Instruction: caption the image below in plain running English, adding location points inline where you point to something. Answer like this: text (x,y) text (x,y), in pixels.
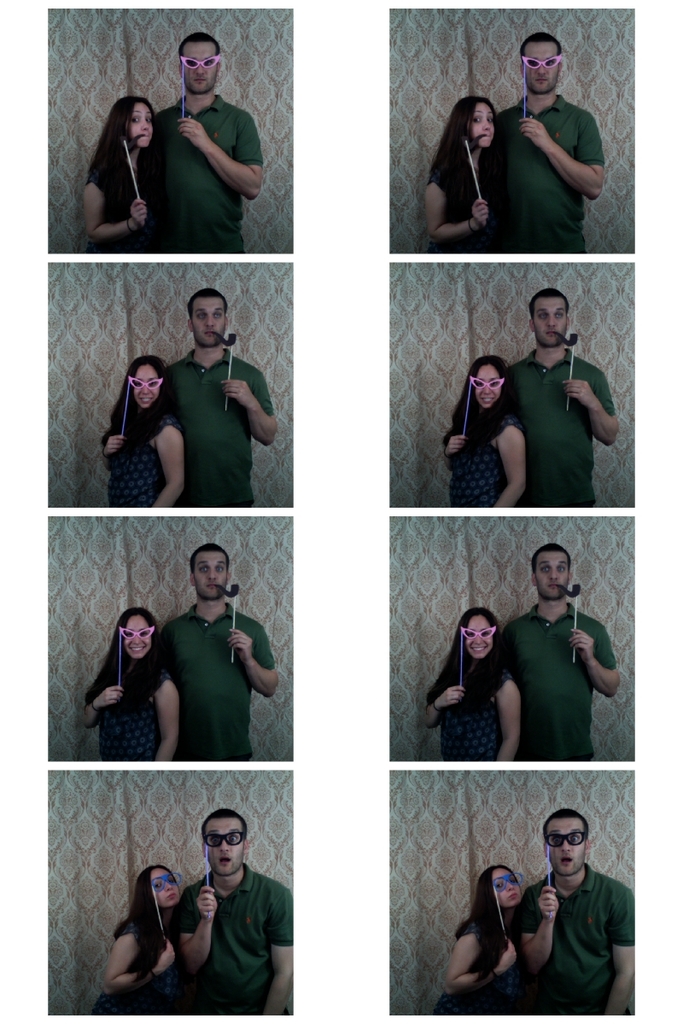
This is a collage image as we can see there are four pictures (97,406) on the left side of this image (193,546) and four pictures on the right side of this image (499,552). In all these image there are two persons (483,190) in common, and they are holding some objects (183,84).
